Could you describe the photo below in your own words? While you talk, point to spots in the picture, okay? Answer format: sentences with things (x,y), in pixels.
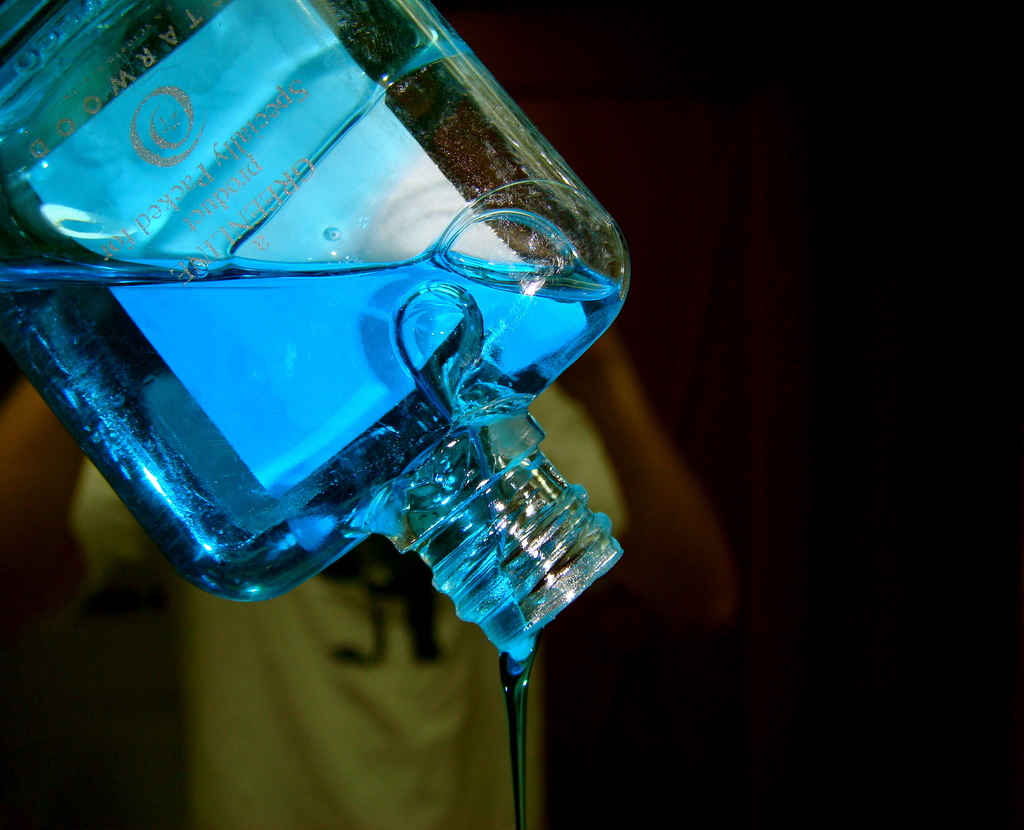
In this image i can see a glass bottle (294,219) with a blue color liquid (268,400) in it. In the background (354,747) i can see a person (329,588) wearing yellow t shirt (354,712).
